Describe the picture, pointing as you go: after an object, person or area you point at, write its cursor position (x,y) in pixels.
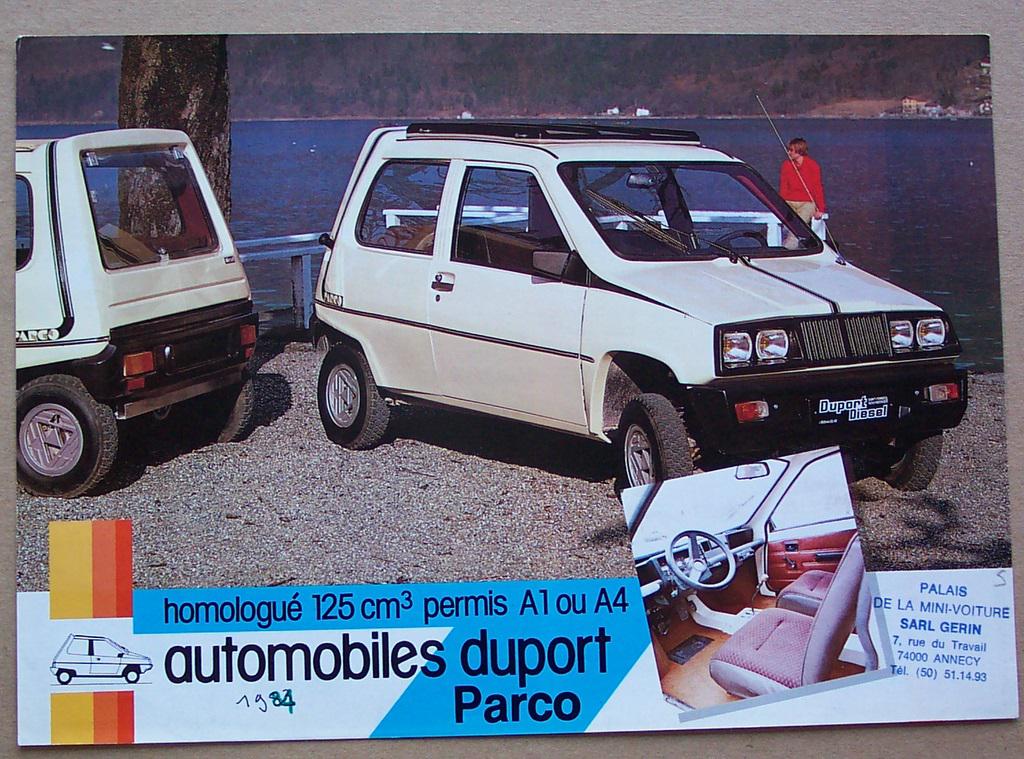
There are two vehicles (233,282). In the back (287,318) there is a railing (298,259), tree (195,142), water (260,133). Also there is a person (817,187). In the front (360,630) there is something written.
